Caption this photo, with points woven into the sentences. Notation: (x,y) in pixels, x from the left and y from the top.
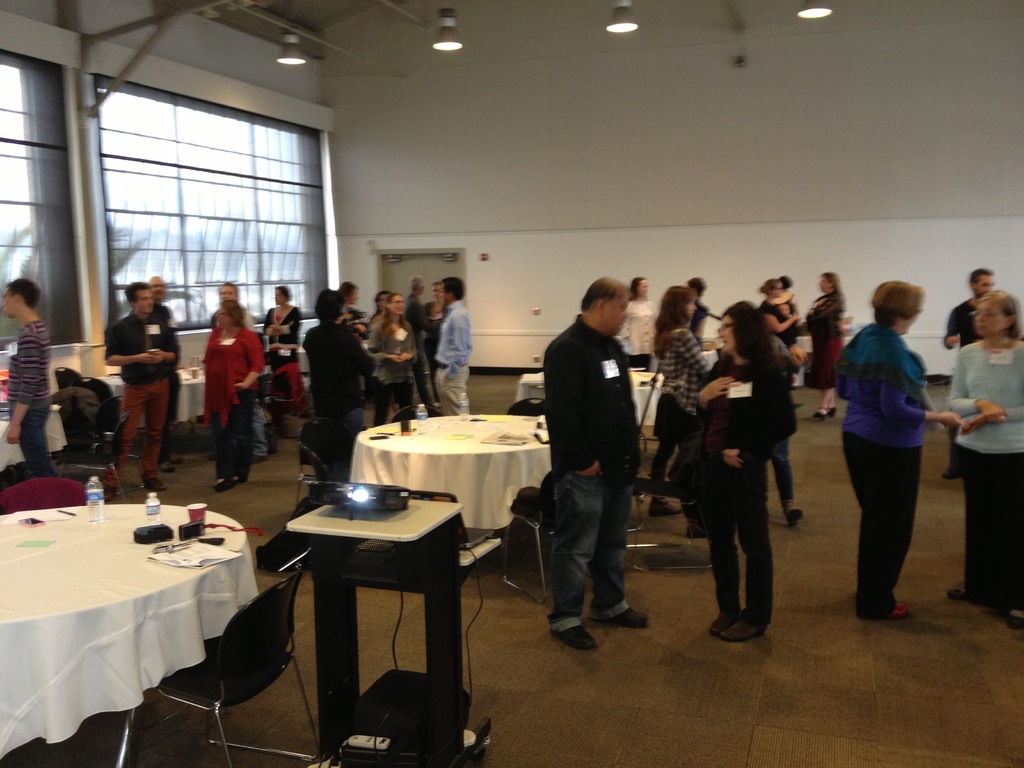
This picture is clicked inside. On the left (333,497) there is a projector (362,489) placed on the top of the table (407,579) and we can see the chairs (231,678) and some other objects (368,730) are placed on the ground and there are some tables (133,558) on the top of which many number of items (143,526) are placed we can see the group of persons (719,405) standing on the ground (620,664). In the background (220,190) we can see the windows (287,180), door (409,260), wall (427,176) and the lights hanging on the roof (276,29).
